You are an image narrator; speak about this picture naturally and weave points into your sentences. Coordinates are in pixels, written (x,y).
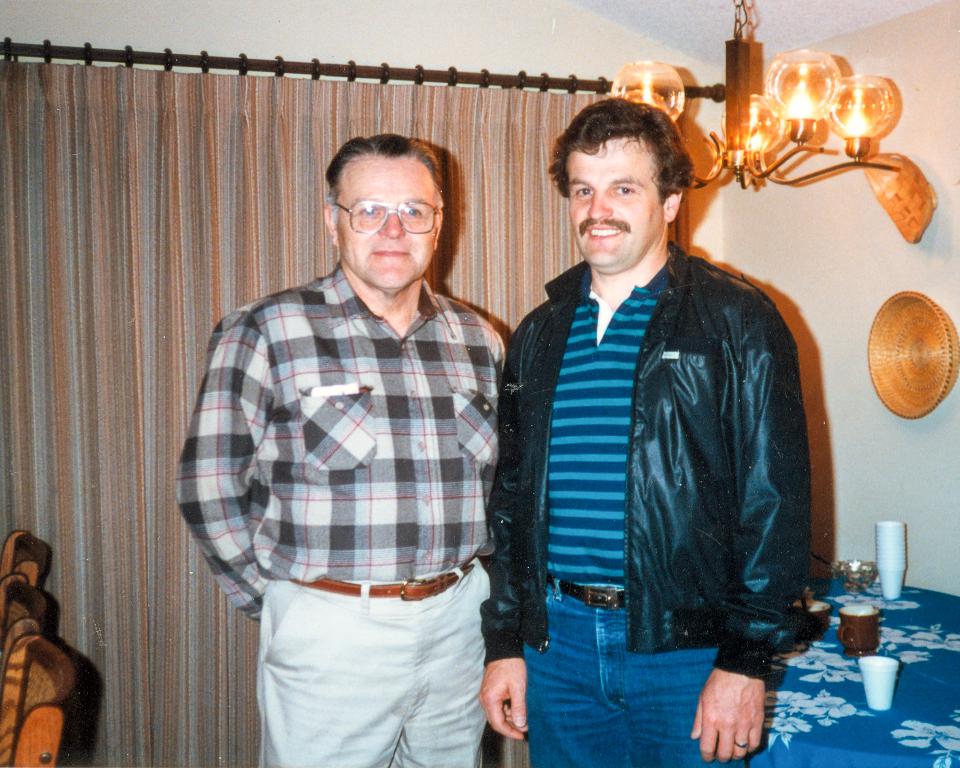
In this picture we can see two people (444,530), they are smiling, here we can see a table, chairs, cups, glasses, bowls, cloth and in the background (797,178) we can see a wall (843,435), curtain (506,204), lights (748,154).
